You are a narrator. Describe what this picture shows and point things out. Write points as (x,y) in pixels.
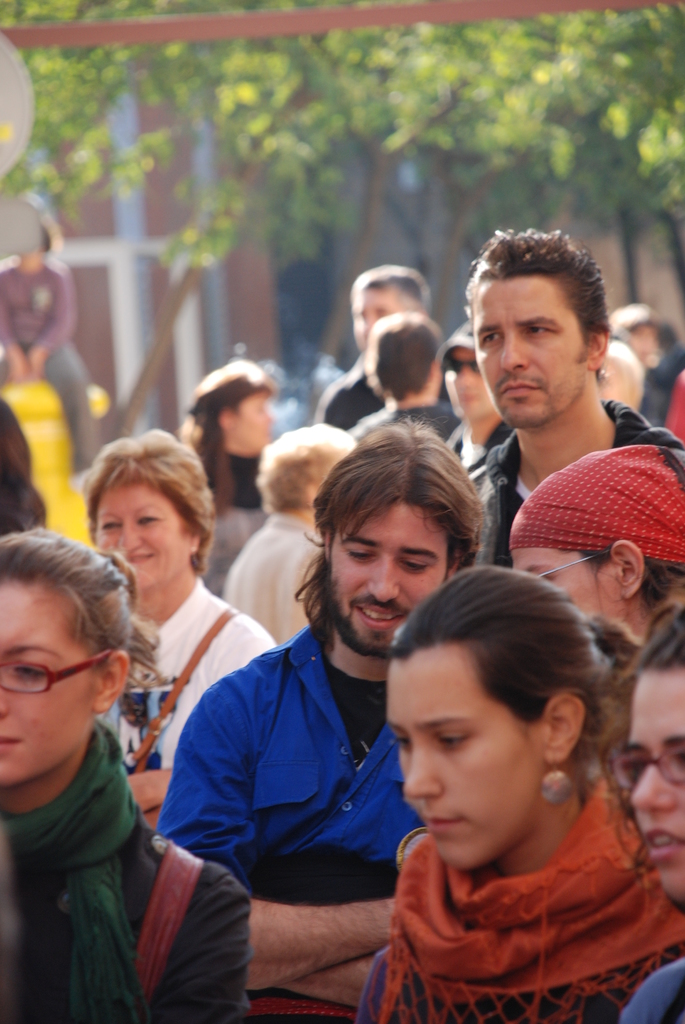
In this image, we can see a group of people (326,735). On the left side (80,396), we can see a person (74,390) sitting. In the background (285,197), we can see some trees (501,139), building (87,265). At the top (105,24), we can see a wood stick (97,29).
